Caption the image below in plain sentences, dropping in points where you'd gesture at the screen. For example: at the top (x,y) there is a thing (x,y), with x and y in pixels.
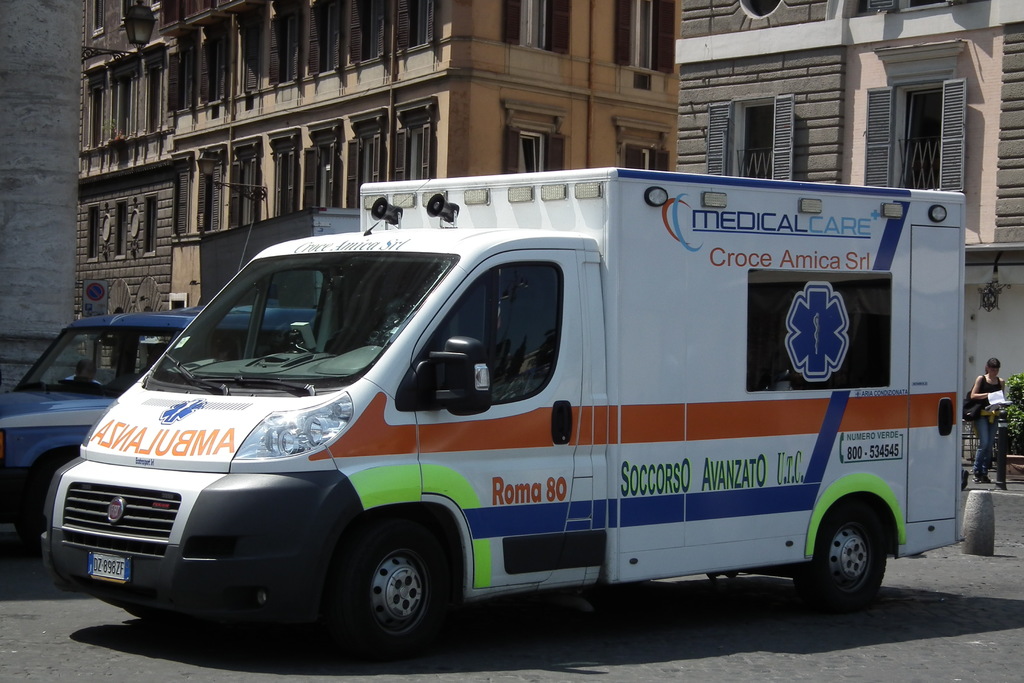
In this picture we can see vehicles (304,577) on the road (897,614) and a woman (984,449) carrying a bag (965,415) and holding a book (997,410) with her hand (993,407) and standing and in the background (966,272) we can see buildings (705,130) with windows (316,144).
